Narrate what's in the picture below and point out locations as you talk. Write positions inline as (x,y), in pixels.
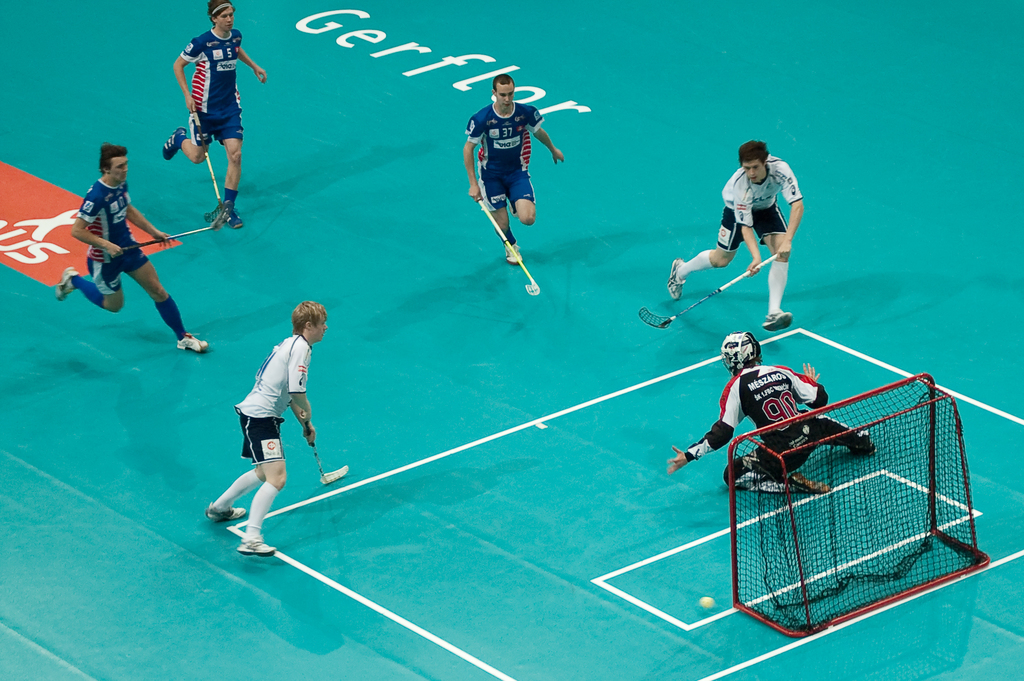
In this picture I can see five persons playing a game with the hockey sticks (732,282), there is another person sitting on his knees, there is a ball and a hockey net (954,565).
